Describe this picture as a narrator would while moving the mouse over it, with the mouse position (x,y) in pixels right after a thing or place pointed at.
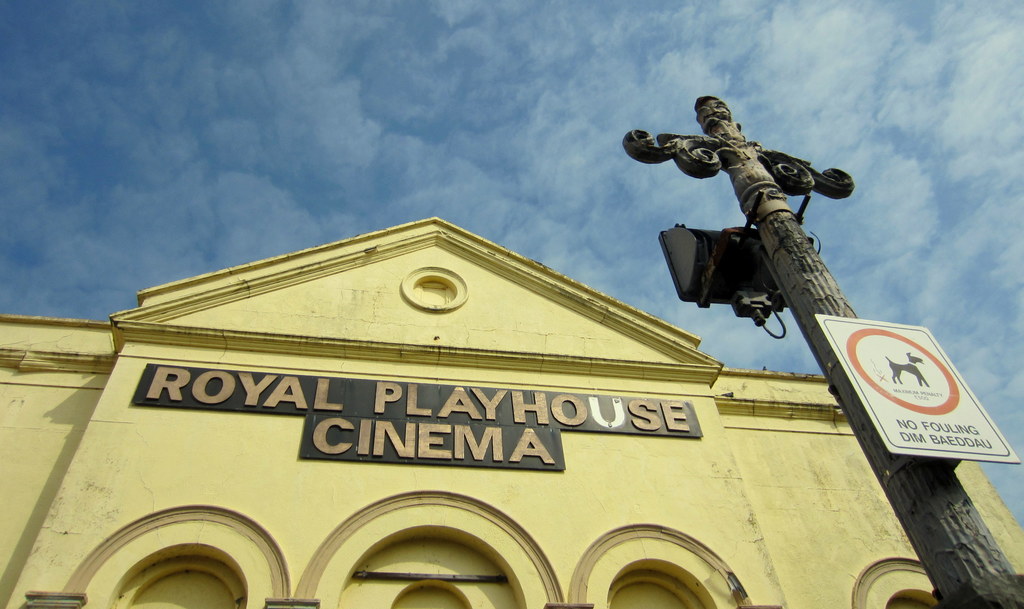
In this picture there is a building (696,416), a pole (736,172) and a hoarding (919,381). Sky (588,132) is cloudy and it is sunny.
